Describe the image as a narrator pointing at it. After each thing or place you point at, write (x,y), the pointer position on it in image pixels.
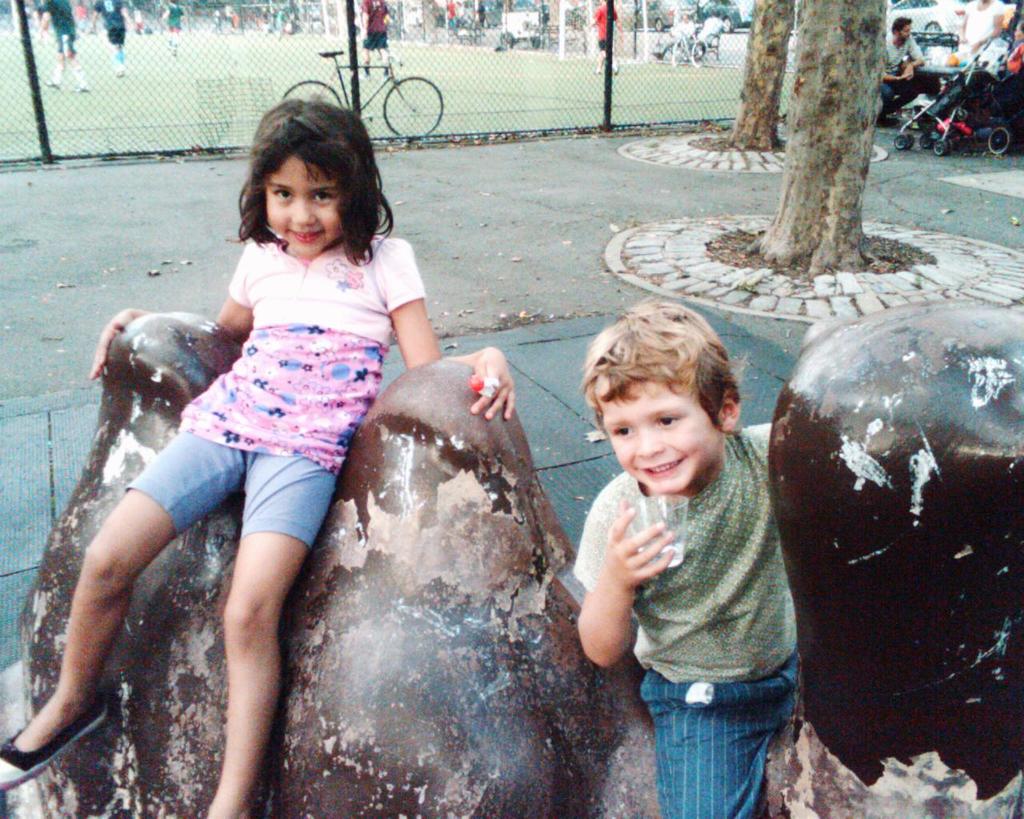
At the bottom of the image (659,566) we can see two kids (248,586) are sitting on a statue (432,534) and a boy (582,540) is smiling and holding a glass (682,530). In the background of the image (9,502) we can see the floor (690,206), trees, mesh (565,92), bicycle (329,98), ground (282,91). At the top of the image (530,27) we can see the vehicles (526,42), benches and some people (365,8) are playing in the ground (405,63) and some people (457,21) are sitting on the benches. In the top right corner (974,23) we can see a trolley (937,98) and some people (981,12).
